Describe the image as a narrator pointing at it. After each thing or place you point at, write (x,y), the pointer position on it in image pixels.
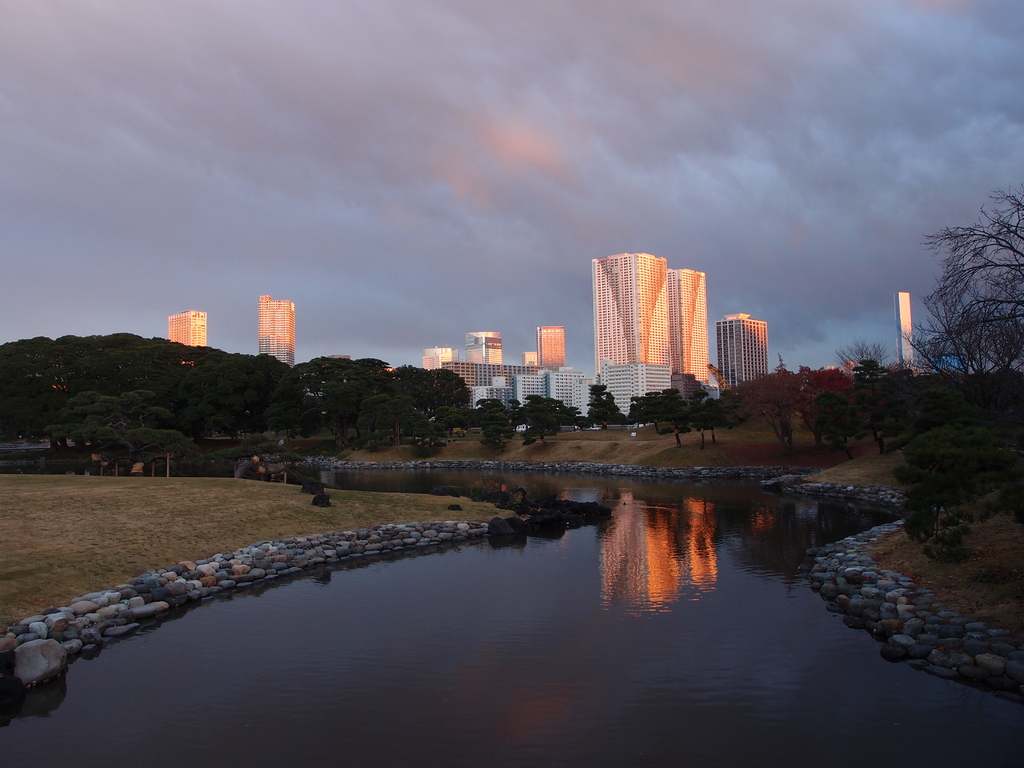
In this image there is water (462,556), stones (298,543), grass (297,490), plants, trees (294,390), buildings (623,264), sky (587,204).
